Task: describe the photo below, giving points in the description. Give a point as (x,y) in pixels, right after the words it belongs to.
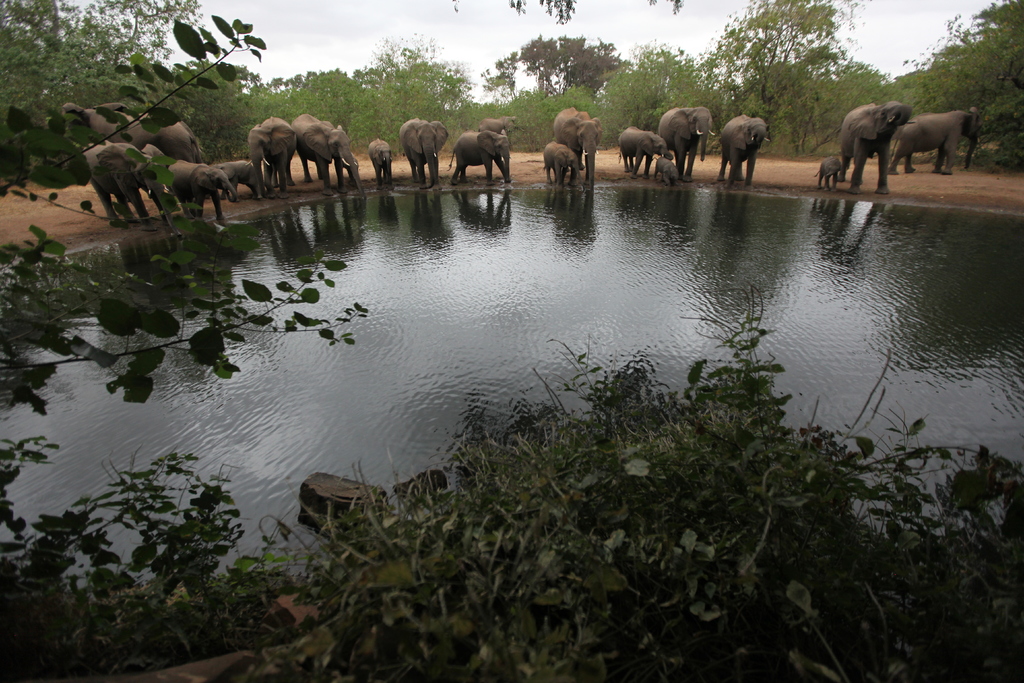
In this image we can see few elephants (379,149) on the ground (925,163), there is water (606,334) near the elephants (96,170) and there are few trees (28,101) and the sky (441,38) in the background (628,26).
